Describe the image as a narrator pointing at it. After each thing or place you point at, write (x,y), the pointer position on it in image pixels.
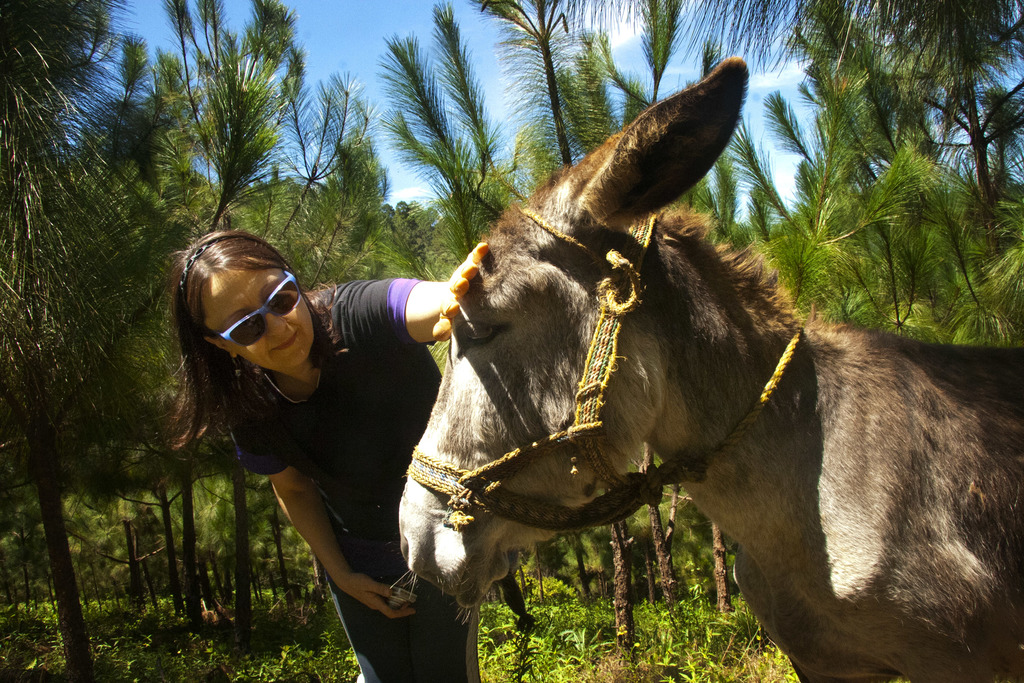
In this picture I can see a donkey (635,441) and a woman (323,395) and I can see trees (960,68) and plants (558,650) and I can see blue cloudy sky (367,73).
